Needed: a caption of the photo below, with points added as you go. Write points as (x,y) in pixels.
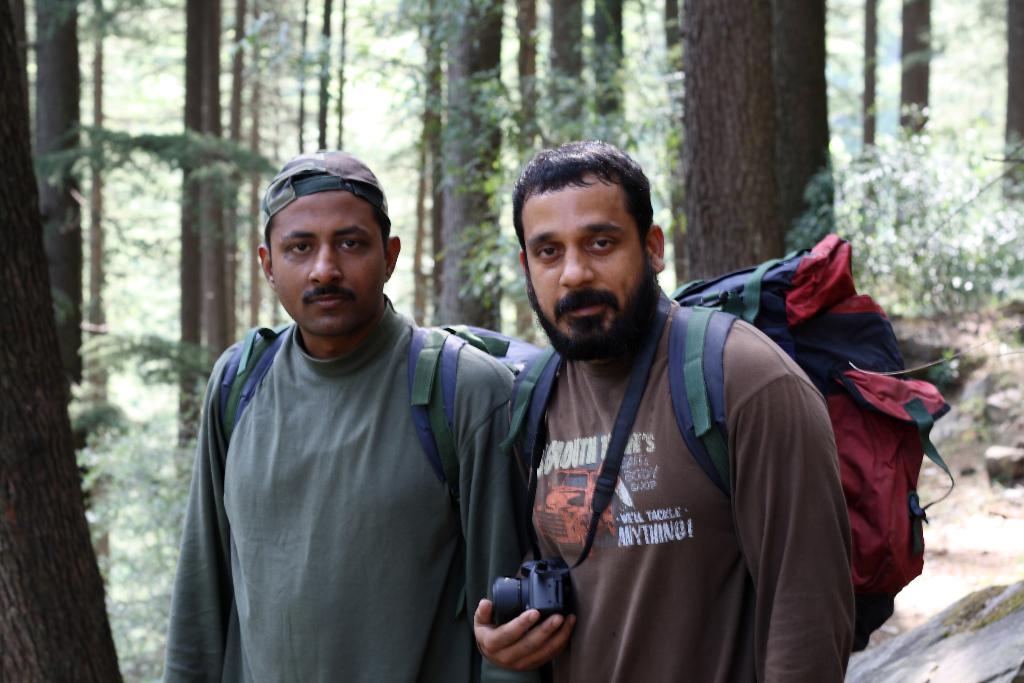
In this image I can see two men (378,366) are standing and carrying bags (498,335) in the back (491,350). This man (593,483) is holding a camera (515,607) in the hand (535,614). In the background (363,144) I can see trees (527,87).
